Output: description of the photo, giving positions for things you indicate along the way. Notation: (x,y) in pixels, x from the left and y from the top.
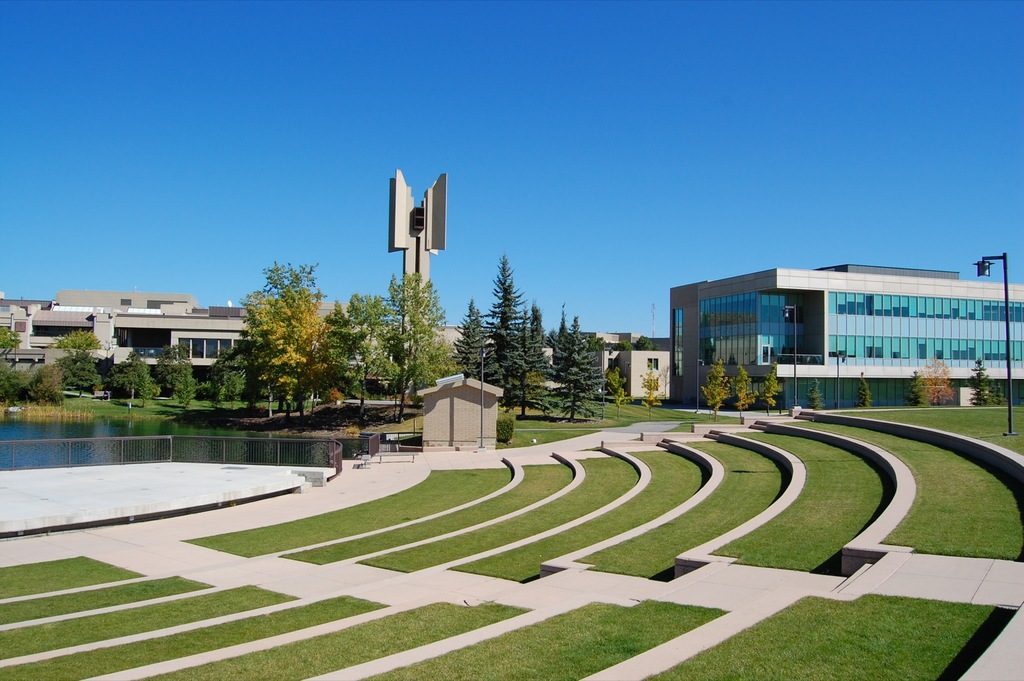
In this Image I can see the ground (466,576). To the left (97,460) there is a railing (171,458) and the water (173,456). To the right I can see the light pole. In the back (731,379) there are trees (259,390), buildings (454,379) and the blue sky (259,227).
